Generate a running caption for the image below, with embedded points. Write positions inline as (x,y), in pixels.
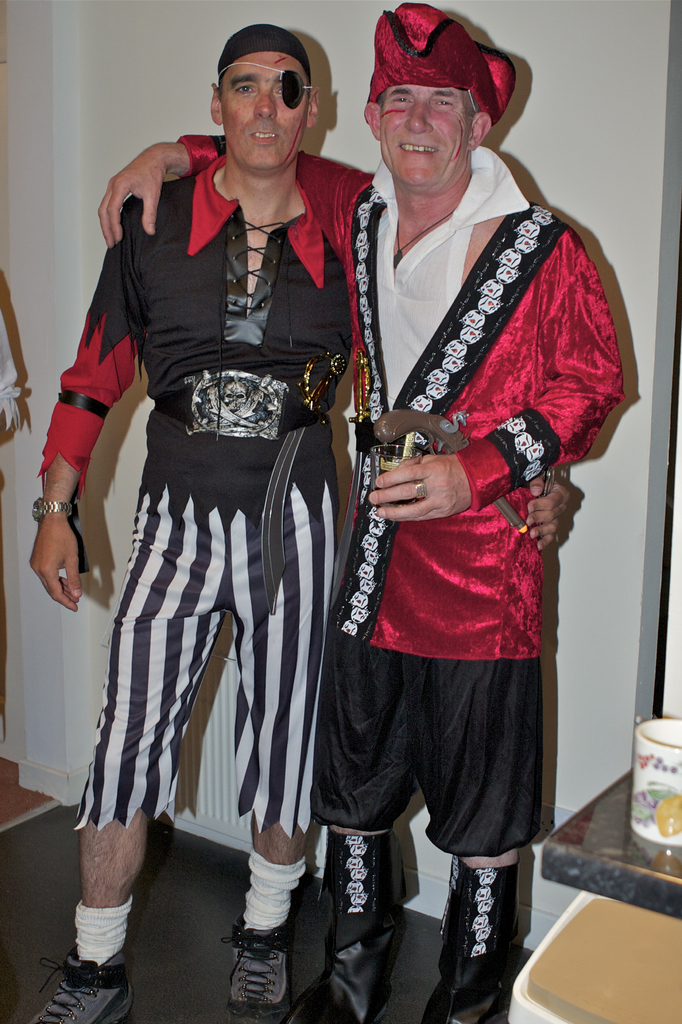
In this picture I can see two persons (358,590) with fancy dresses (361,664), are standing, there are some objects (664,1006), and in the background (340,59) there is a wall (591,67).
